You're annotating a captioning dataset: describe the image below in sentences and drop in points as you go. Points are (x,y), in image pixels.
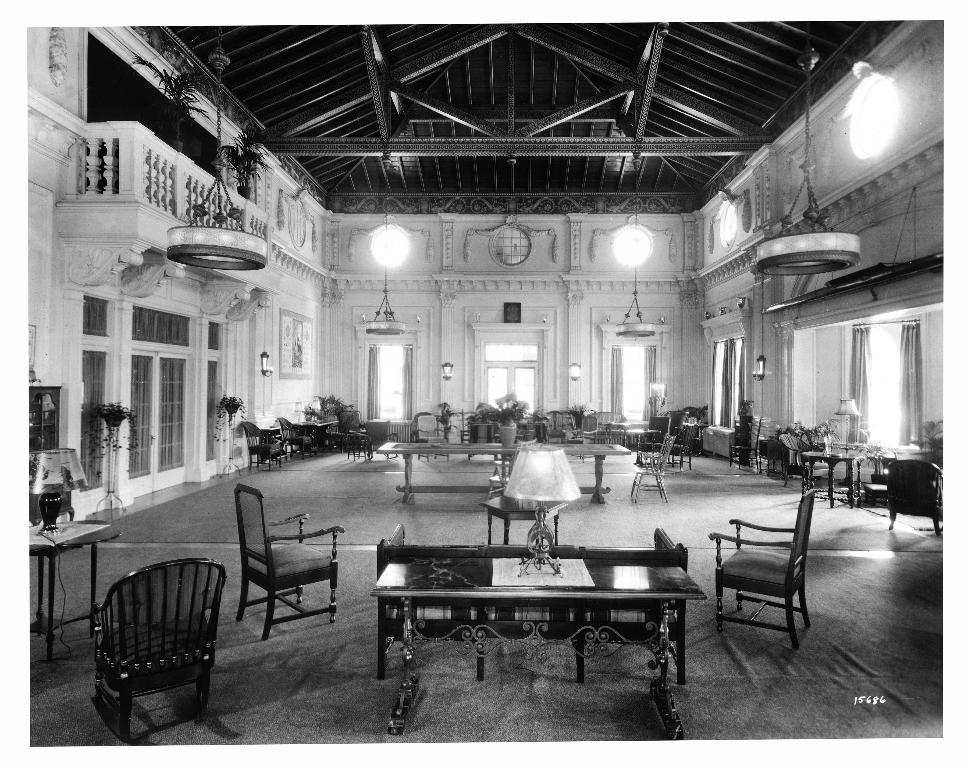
In this picture we can see tables (453,450), chairs (762,543), houseplants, windows (172,378), lights (36,470) and this is an inside view of a building (747,238).
